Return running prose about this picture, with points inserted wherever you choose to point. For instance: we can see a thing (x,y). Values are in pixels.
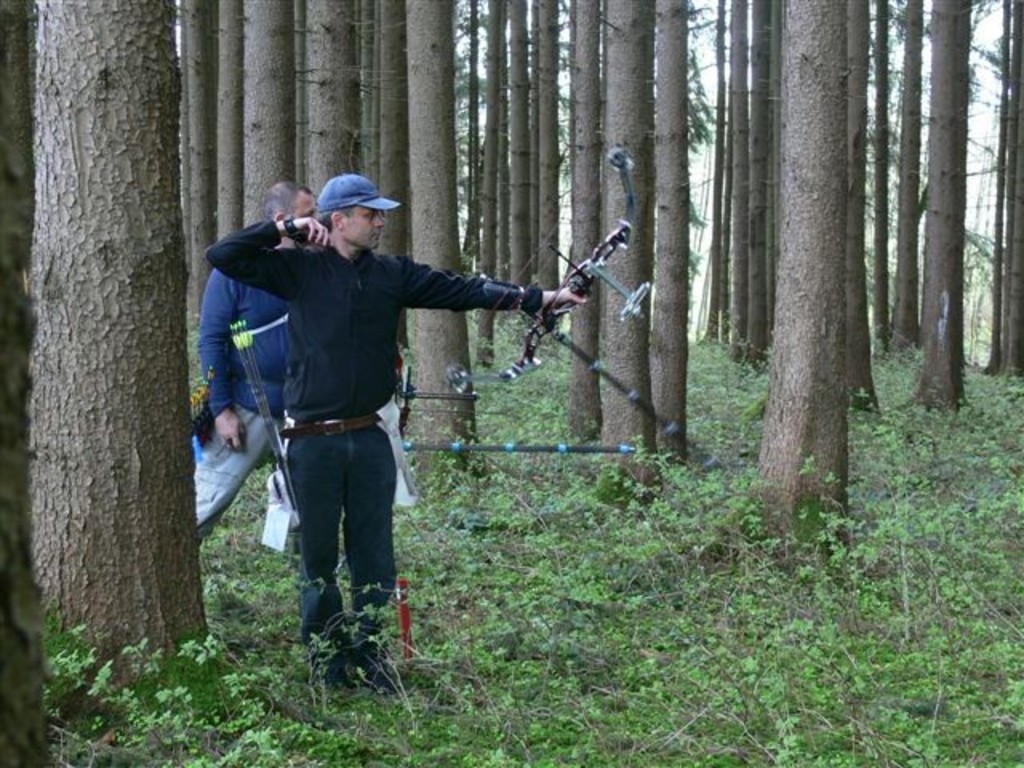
In the image there is a man (366,205) standing and there is a cap (324,205) on his head (347,221). He is holding a bow (531,333) in his hands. And on his back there are arrows (249,337). Behind him there is a man (286,362) standing. On the ground (532,723) there are many small plants (575,698) with leaves (475,611). In the background (449,91) there are many trees trunks (647,179).
